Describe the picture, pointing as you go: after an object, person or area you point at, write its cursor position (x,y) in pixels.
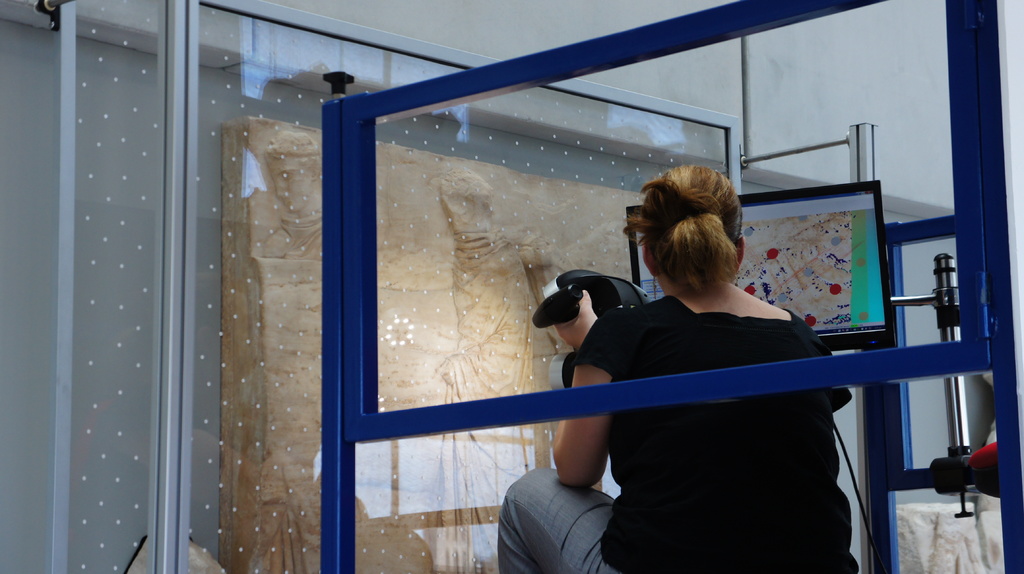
In this image we can see a woman (715,487) sitting and holding an object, we can see a television (832,341) and there is a blue color stand (602,402) and glass (593,134), on the left side (63,347) we can see some object (404,201).
